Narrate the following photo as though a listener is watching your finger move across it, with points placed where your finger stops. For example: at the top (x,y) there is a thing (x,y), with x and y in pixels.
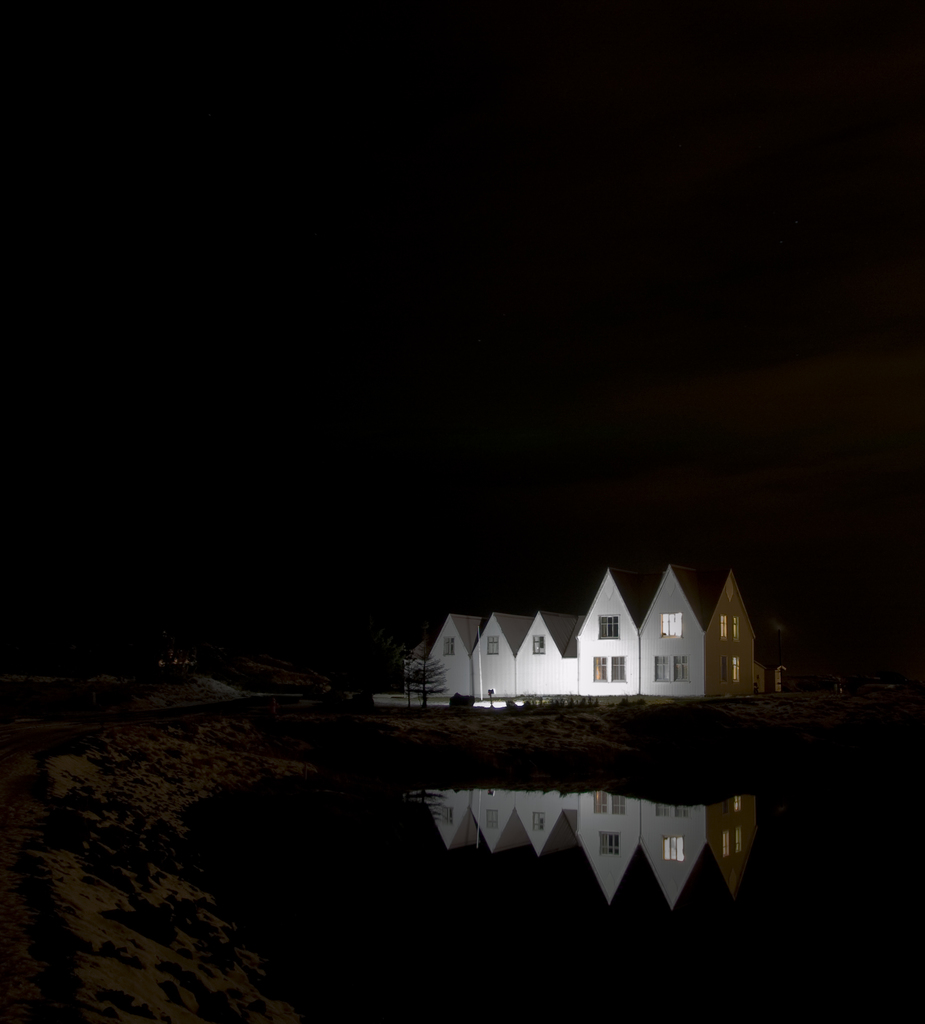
In this picture I can see houses (613,615), trees (381,657), there is water (410,972), and there is dark background (724,306).
